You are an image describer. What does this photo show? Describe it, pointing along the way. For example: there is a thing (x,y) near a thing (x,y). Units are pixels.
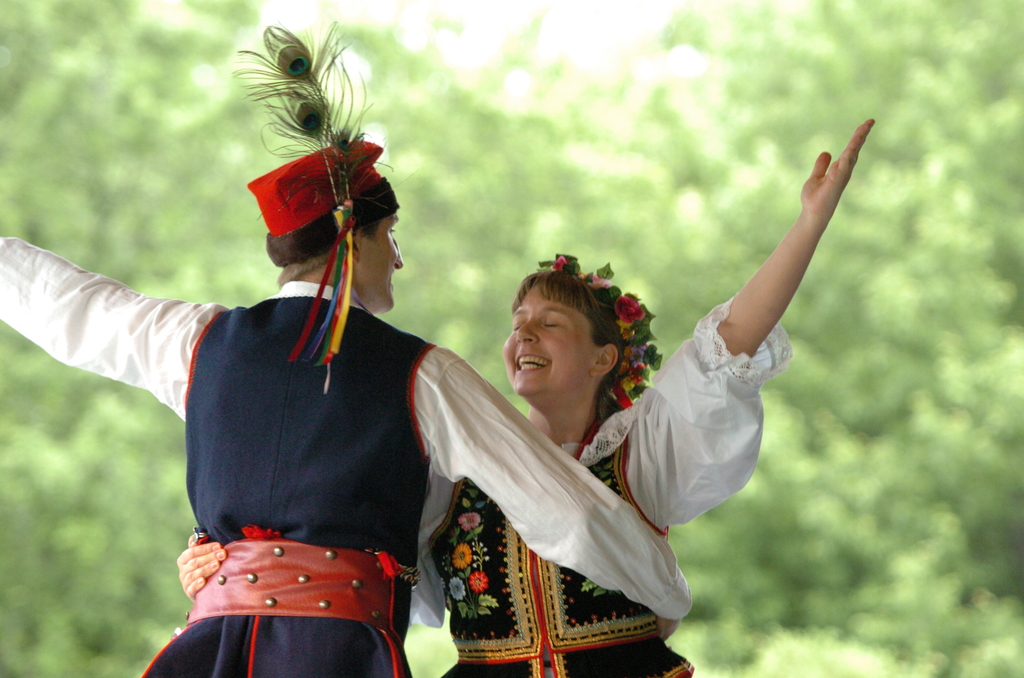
In this picture we can see there are two people (360,598) dancing and smiling. Behind the people (259,631) there are trees (932,382).
